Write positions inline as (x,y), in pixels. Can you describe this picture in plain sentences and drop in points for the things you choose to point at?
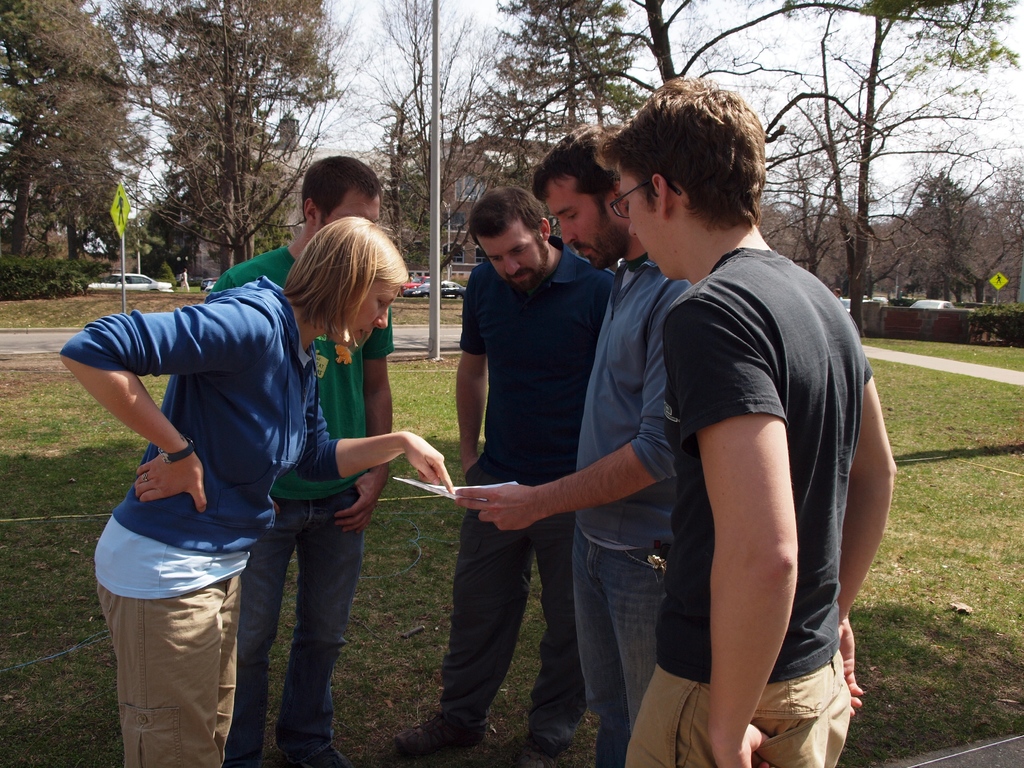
In this image I can see on the right (760,316) three men (735,368) are standing and looking into the paper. On the left side (310,464) a woman (332,467) is showing her finger (439,468) at the paper (435,485), in the background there are vehicles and trees (492,144), at the top (378,50) there is the sky (366,41).
